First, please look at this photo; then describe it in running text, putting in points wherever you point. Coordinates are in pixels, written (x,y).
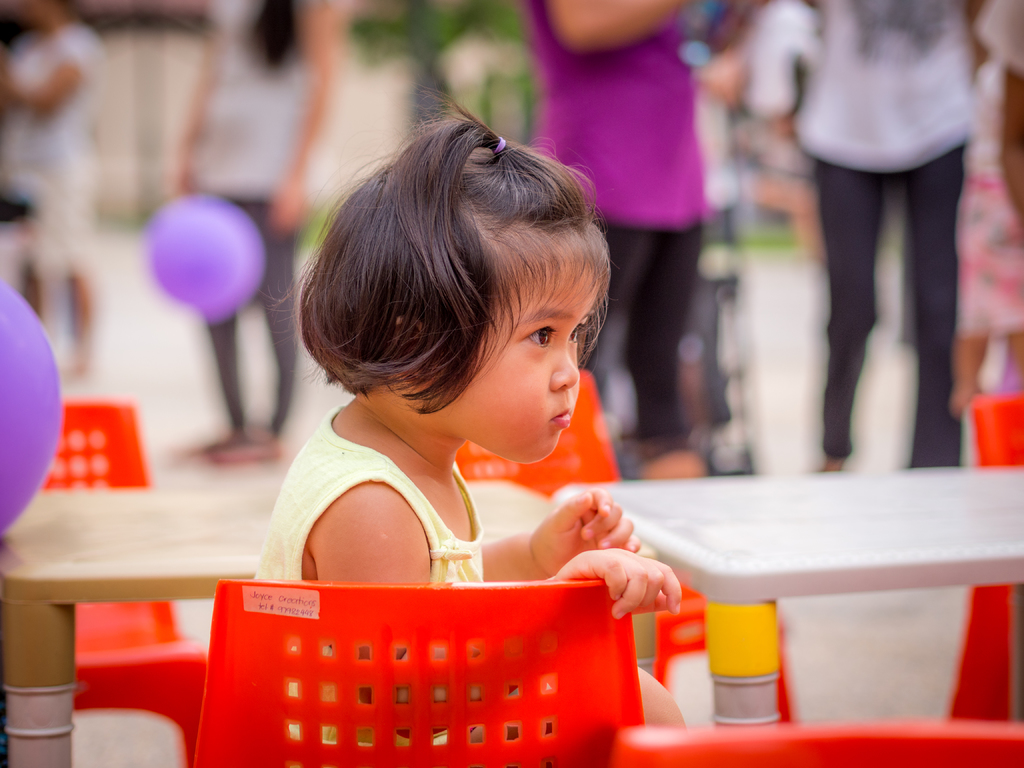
In this image there is a kid (376,551) sitting on the chair (389,703) and there are tables (839,552) and in front of the tables (108,499) there are chairs (112,440) in red color, there are a few people (59,158) standing and holding balloons (197,230) in their hands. The background (487,105) is blurred.
